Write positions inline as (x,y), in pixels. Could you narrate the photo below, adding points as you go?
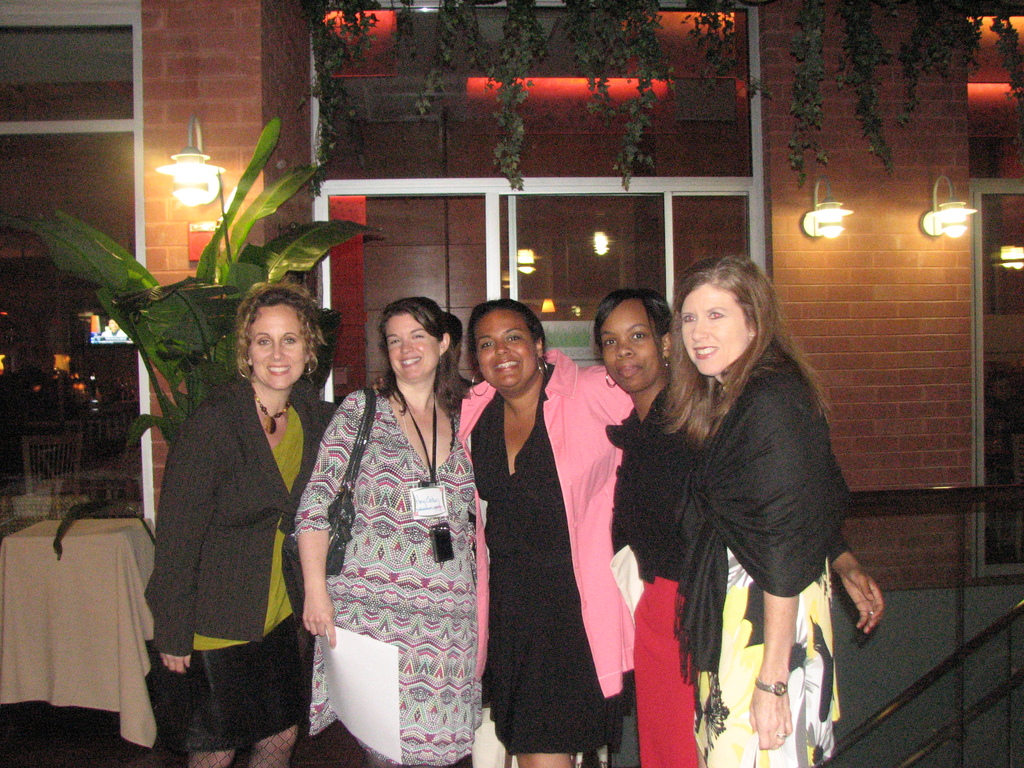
There are five women (454,478), smiling and pointing their face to the camera. They are wearing colorful dresses (416,524). Back of them there are plants (201,295) and a wall (196,264) where a lamp (208,204) is stick.
